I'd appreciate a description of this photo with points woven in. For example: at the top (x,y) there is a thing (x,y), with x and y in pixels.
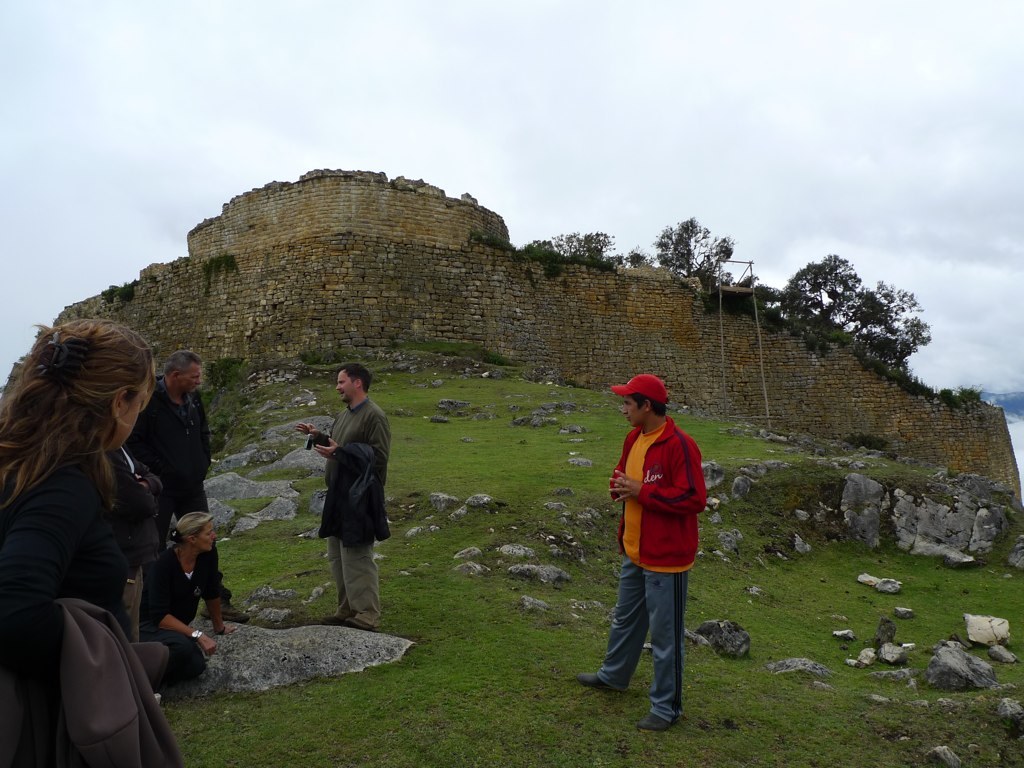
This picture describes about group of people (372,556), few people (349,556) are standing on the grass (566,634), in the middle of the image (657,483) we can see a man (670,471), he wore a red color cap (625,388), in the background (907,297) we can find few rocks (961,526), trees (578,250), wall (522,321) and poles (757,315).
